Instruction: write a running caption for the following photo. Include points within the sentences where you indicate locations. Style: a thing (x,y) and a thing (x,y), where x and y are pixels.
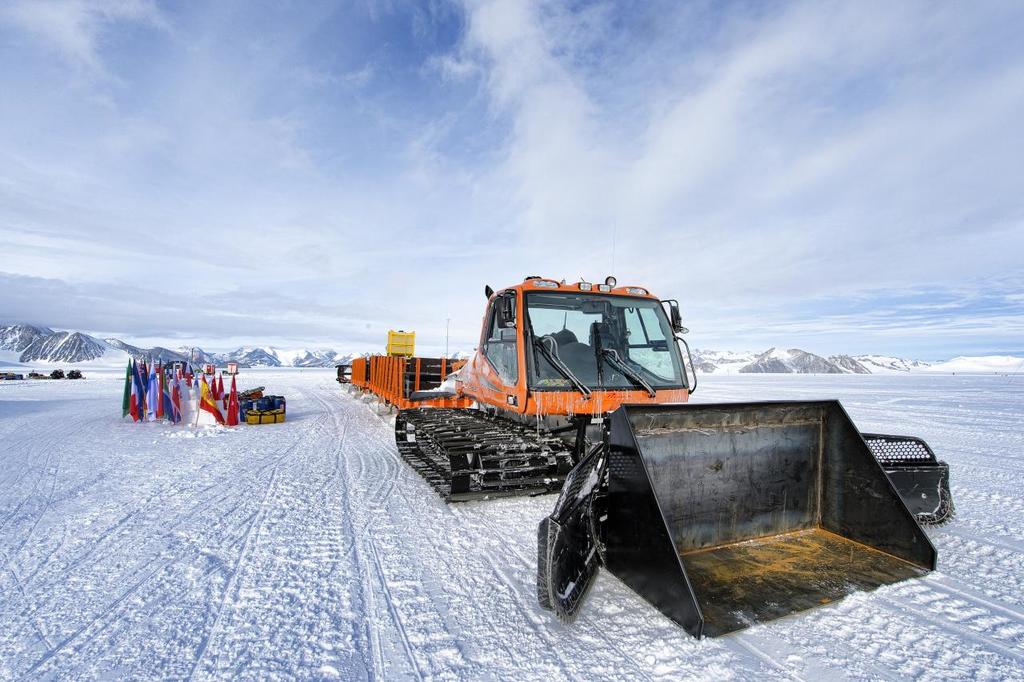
In this image I can see some snow (275,597) on the ground (315,547) which is white in color and on the snow (359,541) I can see a vehicle (630,489) which is orange and black in color, few flags (206,386) and few other objects (409,353). In the background (87,352) I can see few mountains (103,352), some snow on the mountains (844,357) and the sky (416,176).
